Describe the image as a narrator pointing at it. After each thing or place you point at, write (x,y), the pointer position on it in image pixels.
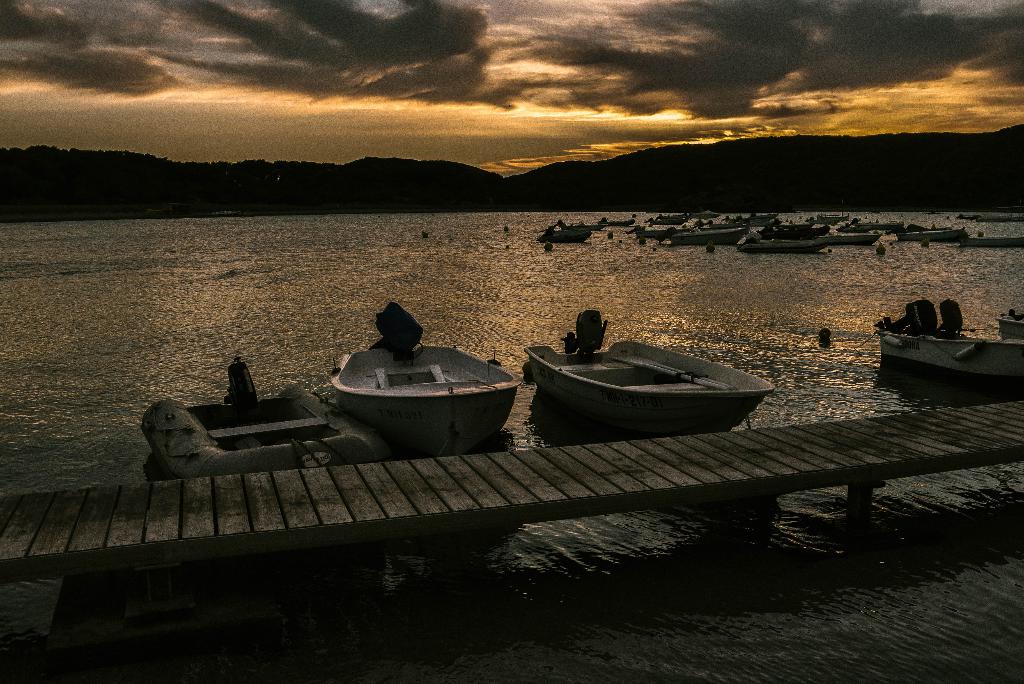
In this image, we can see some boats (431,451), there is a wooden bridge (520,521), we can see water (250,255) and at the top (772,50) there is a sky (318,50).
